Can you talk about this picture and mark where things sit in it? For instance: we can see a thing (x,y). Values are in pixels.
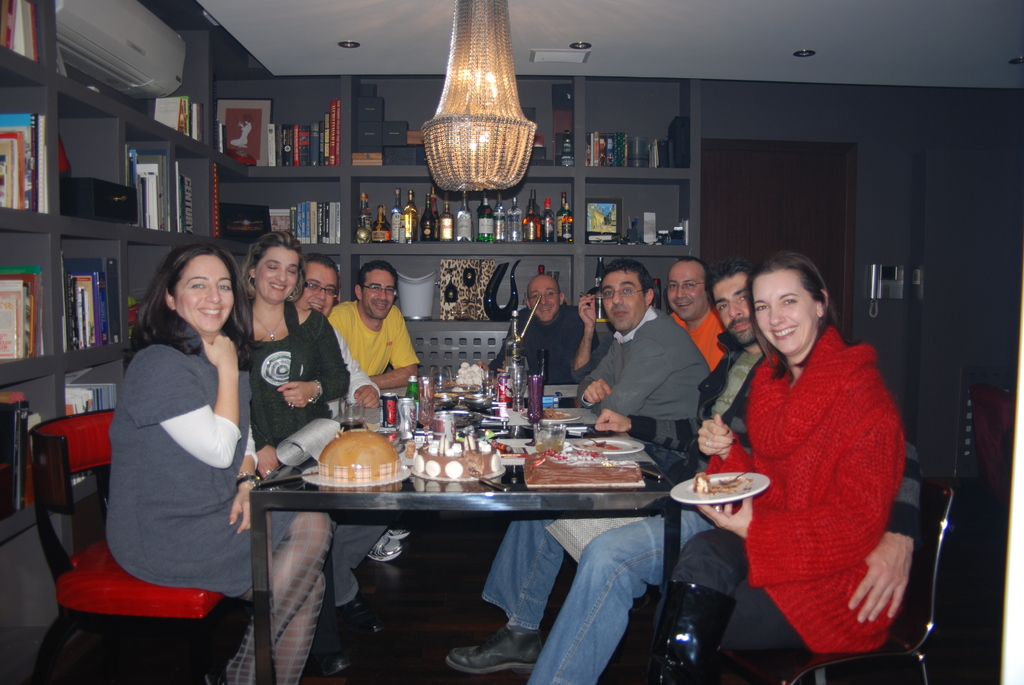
In this picture we can see a group of person (327,374) sitting on the chair (101,543) near to the table (621,501). On the table (472,457) we can see cake (479,469), plates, spoon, fork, coke cans (502,394), bowl (436,405), jar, water bottle (512,385), glass (536,403) and other objects (554,396). On the back (541,158) we can see wine bottles (482,214) and other objects (452,277) on the rack (575,158). On the top left corner (113,67) there is a ac (100,49). Here we can see many books (33,328) on the shelf (126,368). On the top (482,1) there is a chandelier (439,140). On the right (831,194) we can see a door (831,180) near the telephone (872,280).
